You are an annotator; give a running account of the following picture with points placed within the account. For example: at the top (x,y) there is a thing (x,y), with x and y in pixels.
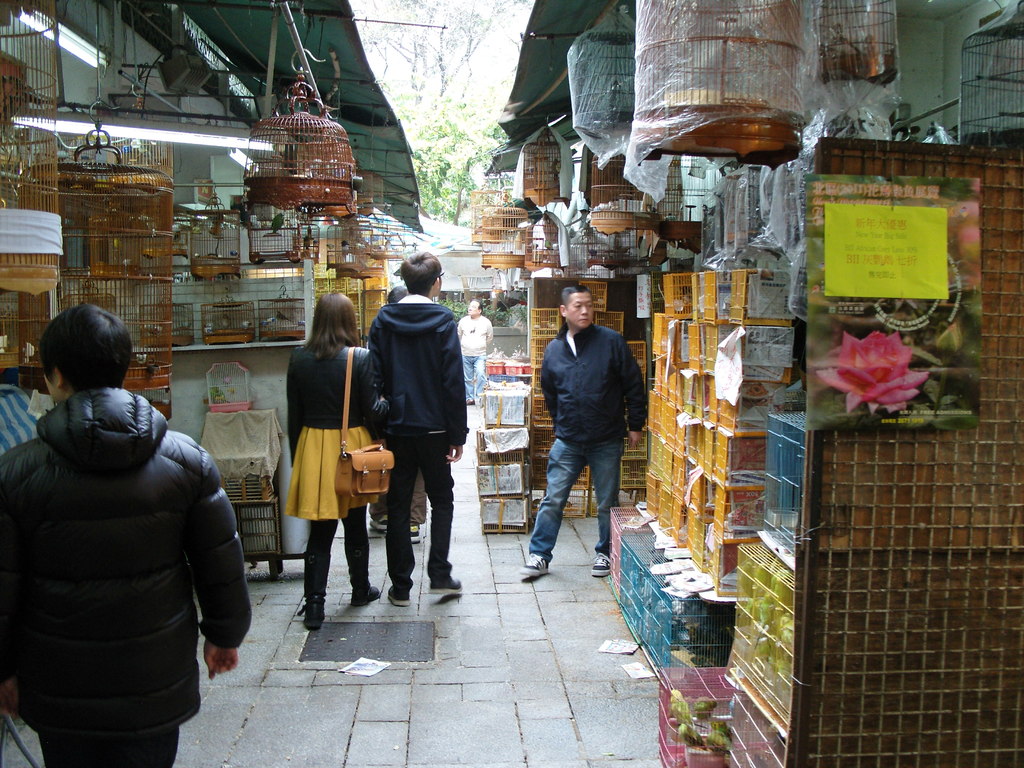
In this picture there are group of people (363,551) walking. There are sheds (265,69) and there are cages (346,172) hanging under the sheds (248,79) and there are birds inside the cages (751,137). On the right side of the image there is a poster (925,408) and there is text (910,421) and there is a picture of a flower (918,369) on the poster (925,324). At the back (463,194) there are trees (478,136). At the top (461,7) there is sky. At the bottom (508,635) there is a road (508,683) and there is a manhole (337,643) and there are papers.
